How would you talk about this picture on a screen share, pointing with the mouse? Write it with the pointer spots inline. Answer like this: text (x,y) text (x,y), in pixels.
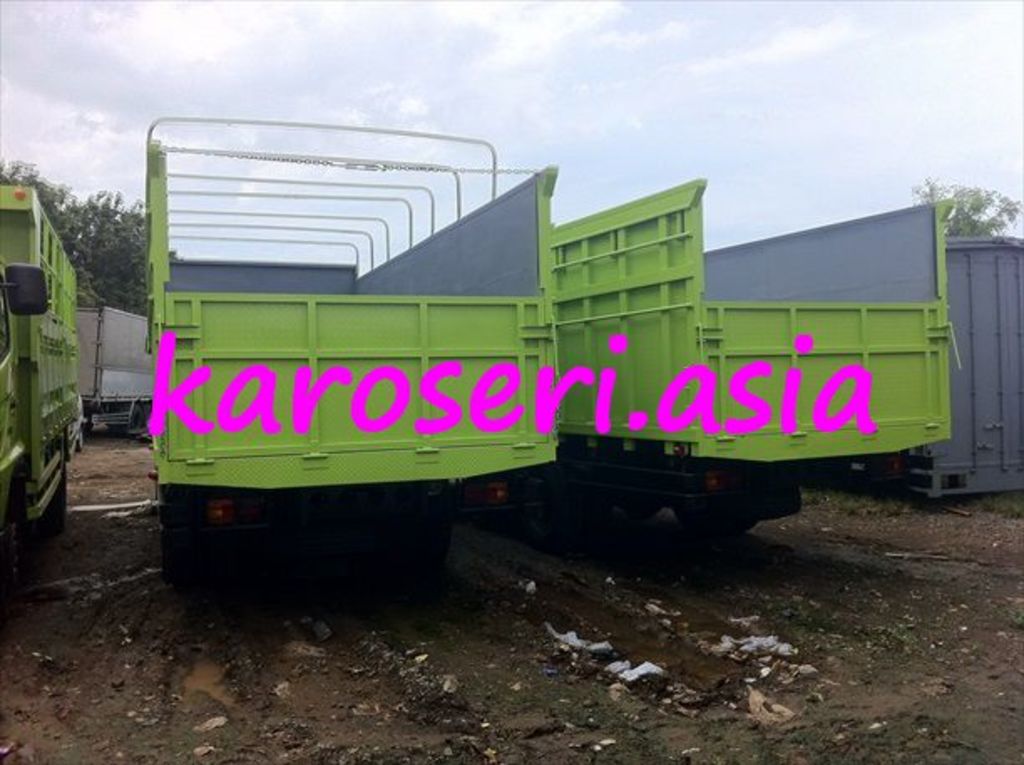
As we can see in the image there are green color trucks (297,354) and in the background (112,258) there are trees (81,225). At the top (560,36) there is sky (560,36).
